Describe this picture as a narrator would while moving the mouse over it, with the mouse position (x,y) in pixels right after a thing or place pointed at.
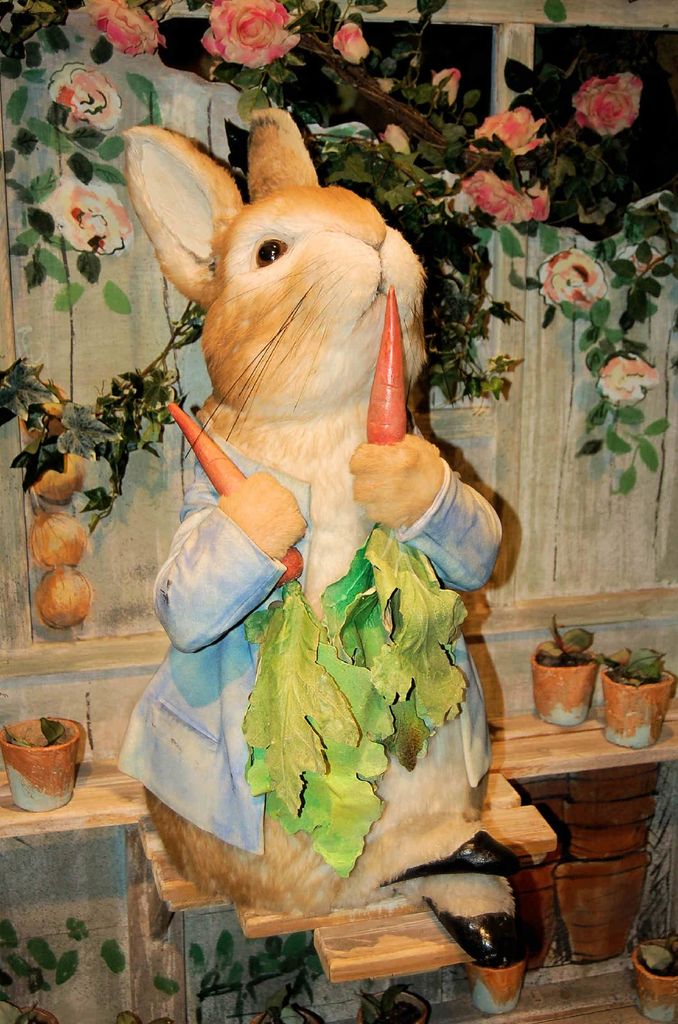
In this image we can see a rabbit (301,449), it is in brown color, and holding carrots (433,624) in the hand (415,510), at back (263,51) there are flower pots (545,685), there are plants (436,162), and flowers (504,134) on it, at the back (75,321) there is wooden wall (75,321).
